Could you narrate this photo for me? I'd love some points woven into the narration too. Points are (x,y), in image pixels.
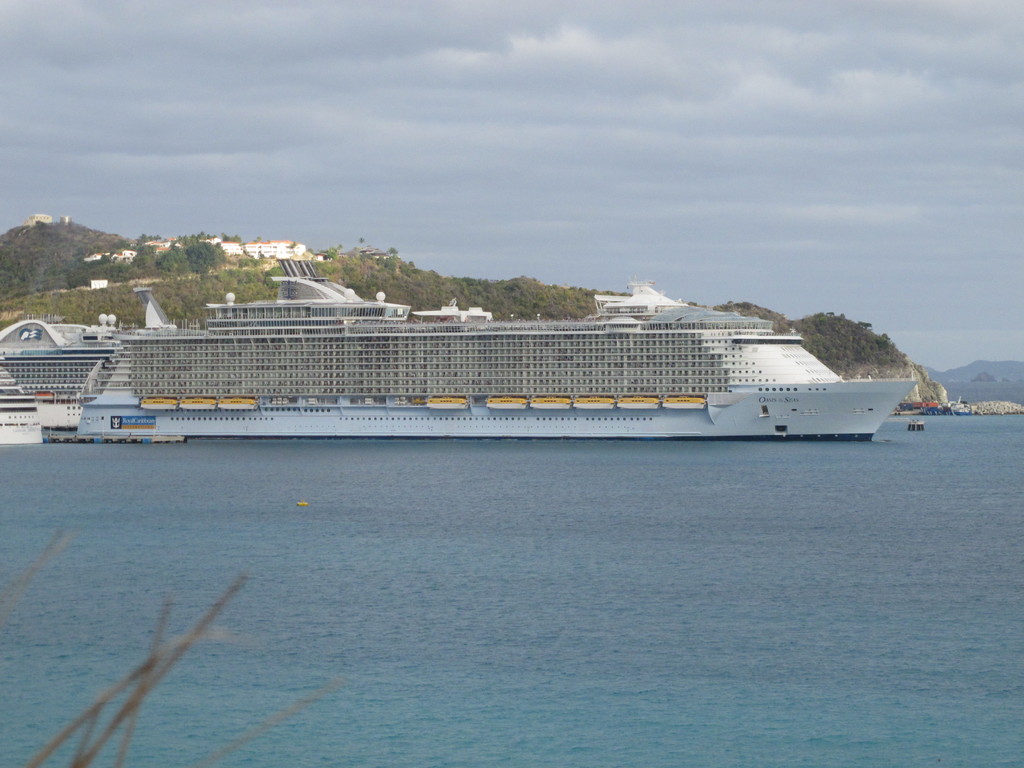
In this image I can see the ship (313,349) on the water (544,523). In the background (463,293) I can see few trees (806,321) in green color and I can also see few buildings (261,242) and the sky (511,159) is in white and blue color.
